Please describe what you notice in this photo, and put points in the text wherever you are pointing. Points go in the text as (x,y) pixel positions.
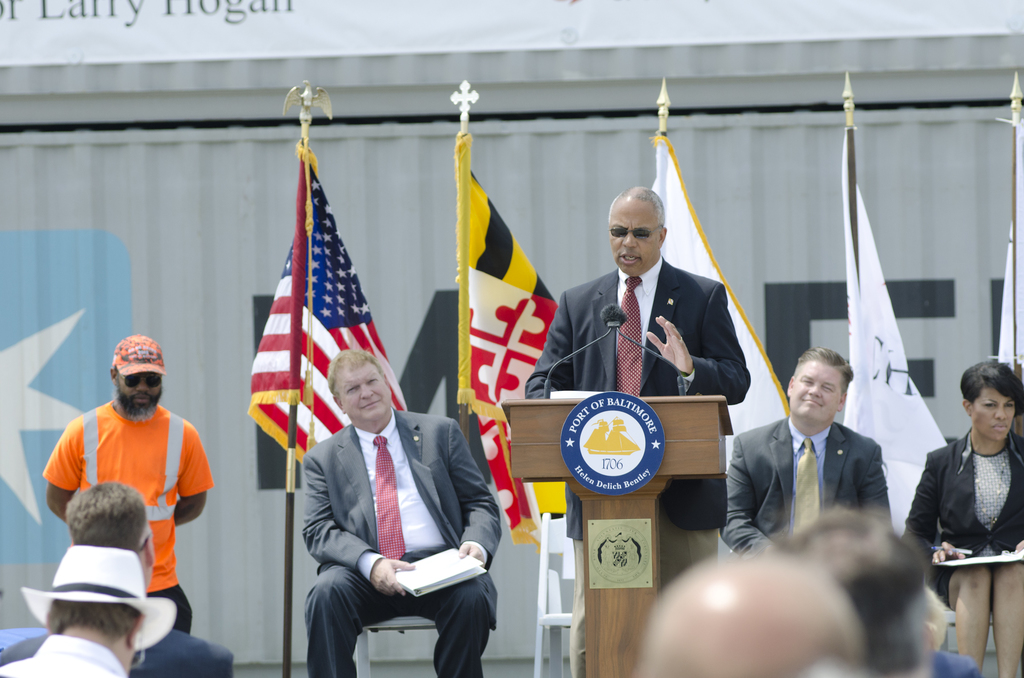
In this image I can see group of people (932,636), some are sitting and some are standing. In front (685,316) the person (660,310) is wearing black blazer (672,310), white shirt (646,303) and maroon color tie (635,310) and the person (632,319) is standing in-front of the podium (717,444), I can also see two microphones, background (299,271) I can see few flags (688,252) in blue, red, white and yellow color. I can also see a white color board (407,35).
